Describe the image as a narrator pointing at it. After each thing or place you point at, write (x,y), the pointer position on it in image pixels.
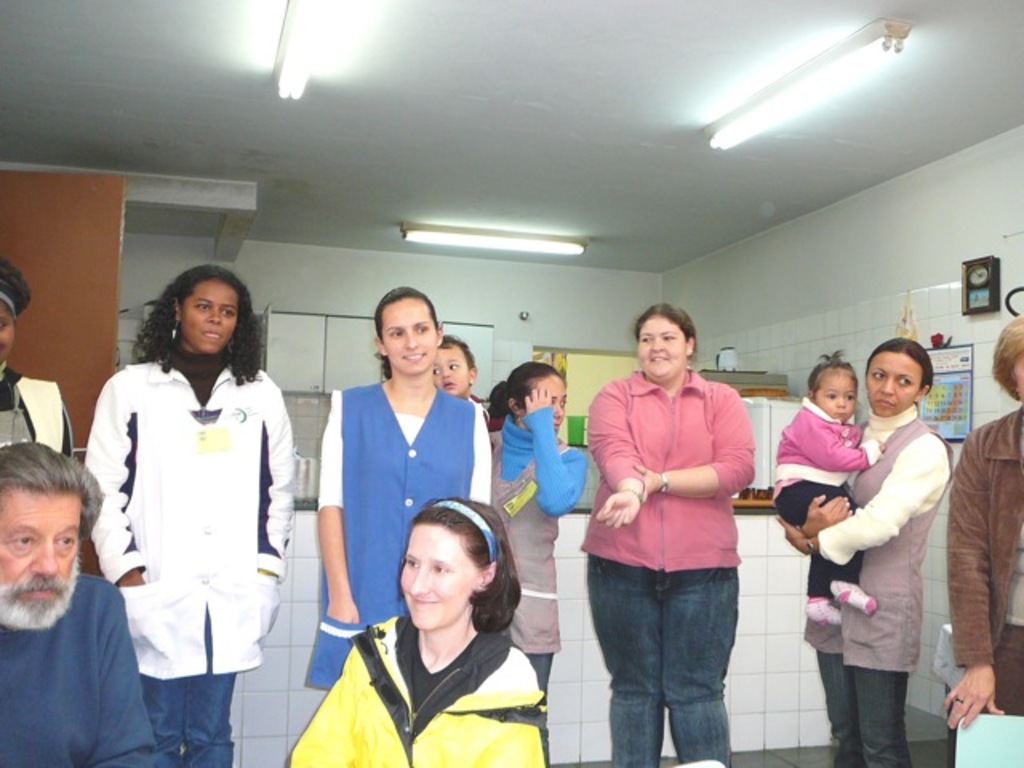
Here we can see people (651,694). This woman (862,583) is carrying a baby (802,417). Clock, calendar (963,363) and cupboard (300,343) are on the wall (861,382). On that platform (580,517) there are things (313,477).
